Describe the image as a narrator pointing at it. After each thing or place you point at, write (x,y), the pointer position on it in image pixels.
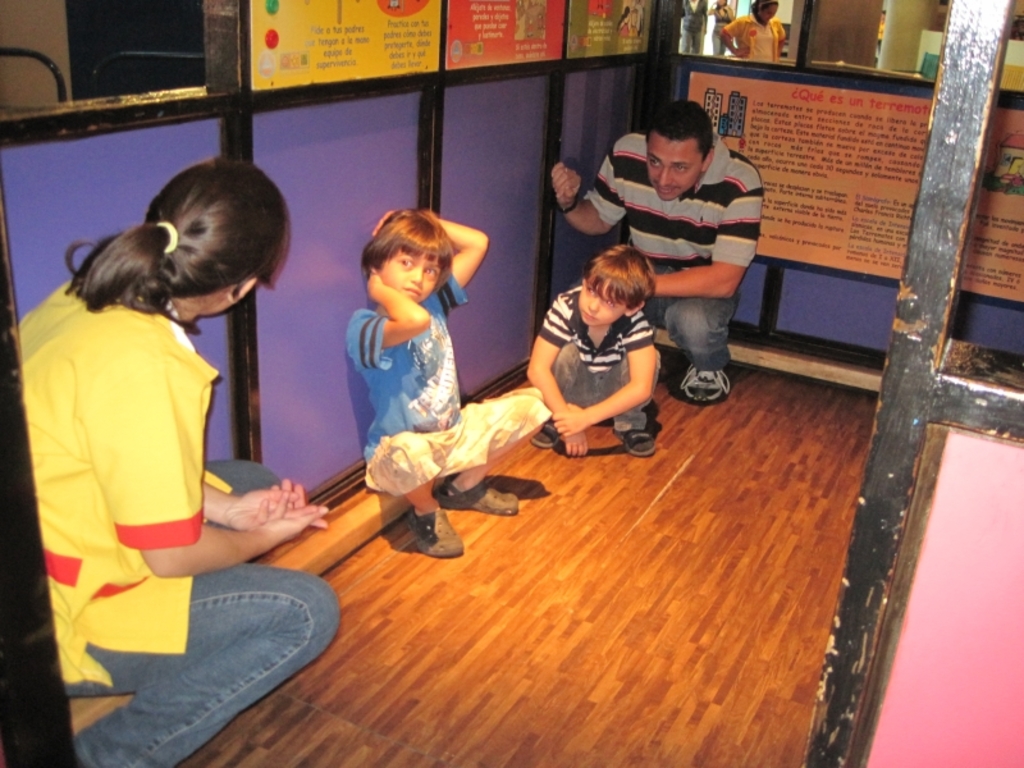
In this image in the center (392,357) there are persons (691,282) sitting and there are boards (502,60) with some text (813,129) written on it. In the background (764,44) there is a mirror (860,52) and on the mirror (795,53) there is a reflection (765,36) of the person (763,25). On the right side (931,288) there is a stand (930,264).
